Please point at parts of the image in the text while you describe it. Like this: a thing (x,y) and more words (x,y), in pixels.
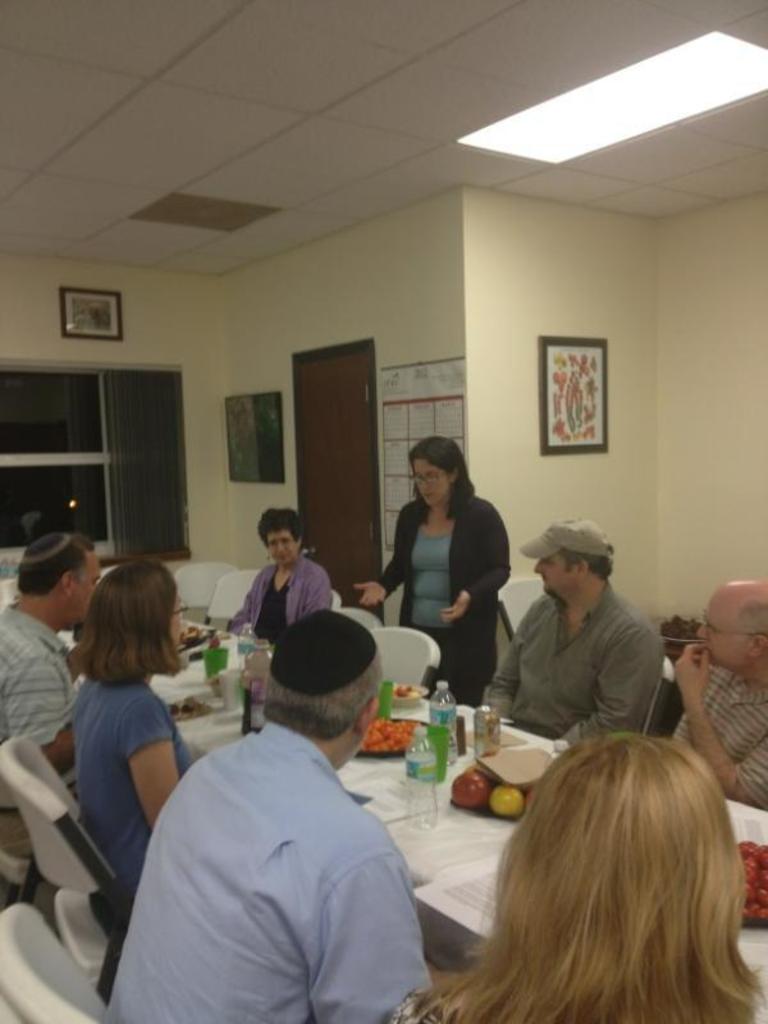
There are few people (168,594) sitting on the chairs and one women (487,621) standing. This is the table (453,832) a water bottle (415,747), fruits (474,782), plates (491,815) and some things (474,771) on it. This is a photo frame (117,320) attached to the wall (464,313). This looks like a wooden door (324,487). This is a window (102,441).
